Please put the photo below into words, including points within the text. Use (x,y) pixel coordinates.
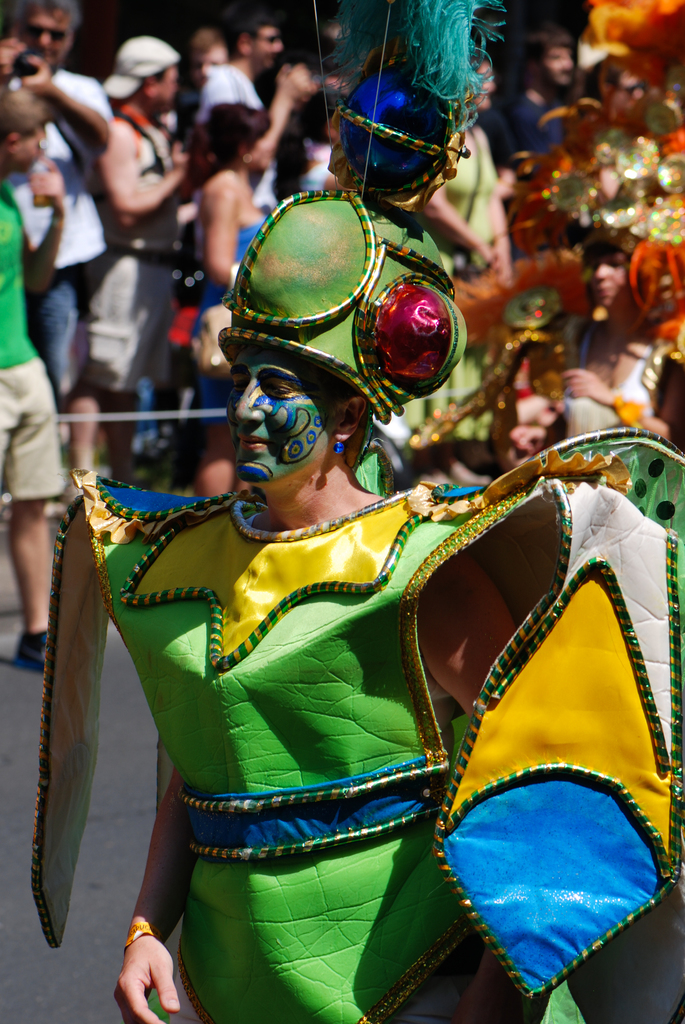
In this image we can see a person (309,781). In the background of the image (644,107) there are some persons (481,189) and other objects (669,193).
